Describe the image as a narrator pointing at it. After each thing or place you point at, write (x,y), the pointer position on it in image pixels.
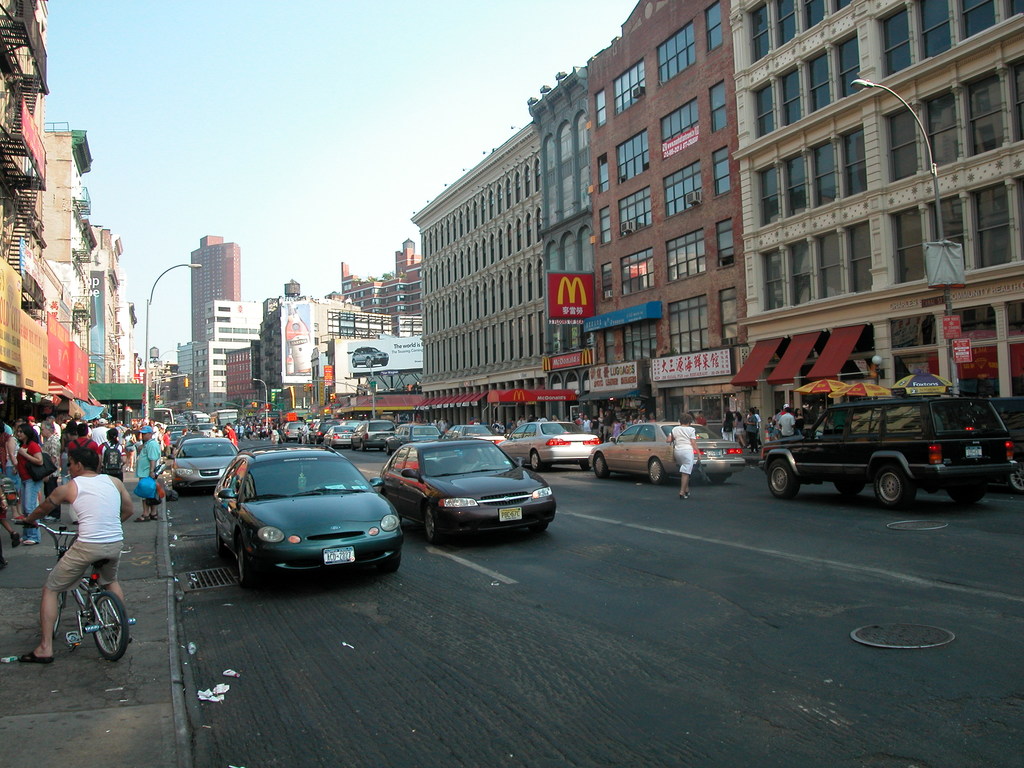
In this image I can see many vehicles (295,558) on the road (537,590). To the left (27,499) there are persons (63,451) standing and a man (81,576) sitting on the bicycle (98,583). To the right (729,127) there is a building (658,265) and some boards (664,367) attached to the building (579,392). In the background (187,180) there is a sky (263,219).
